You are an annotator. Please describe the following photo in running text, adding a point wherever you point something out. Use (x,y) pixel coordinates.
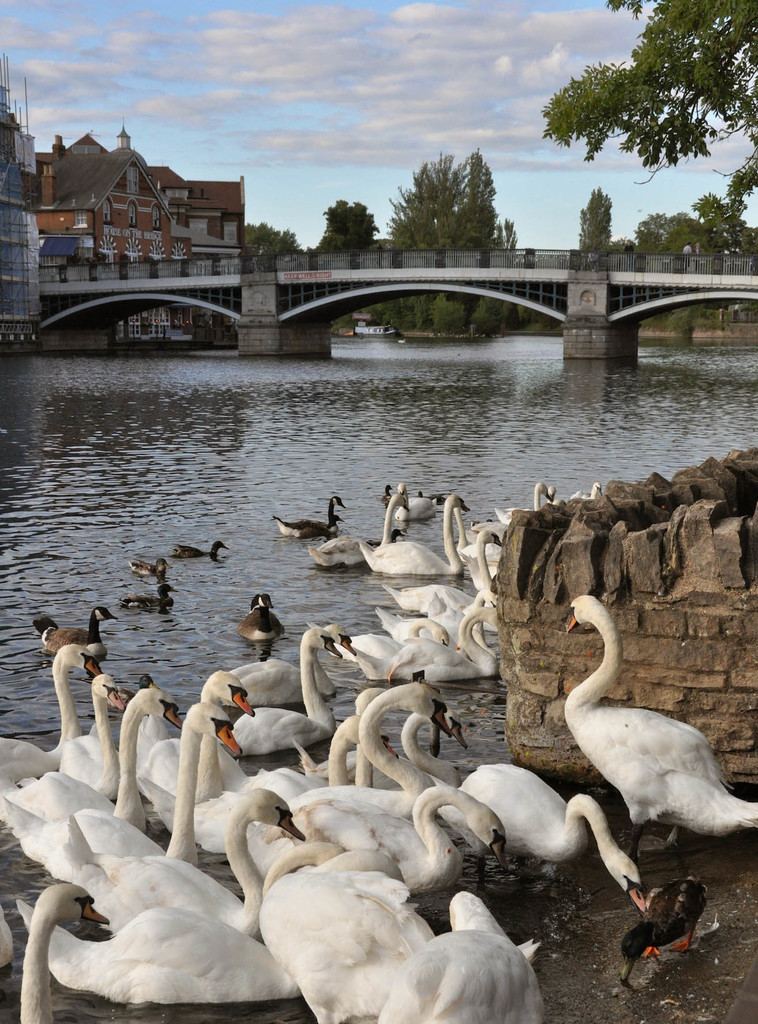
Here we can see swans (283,936), water (323,511), bridge (216,278), buildings (32,322), and trees (631,87). In the background (635,152) there is sky (437,129) with clouds (392,124).
